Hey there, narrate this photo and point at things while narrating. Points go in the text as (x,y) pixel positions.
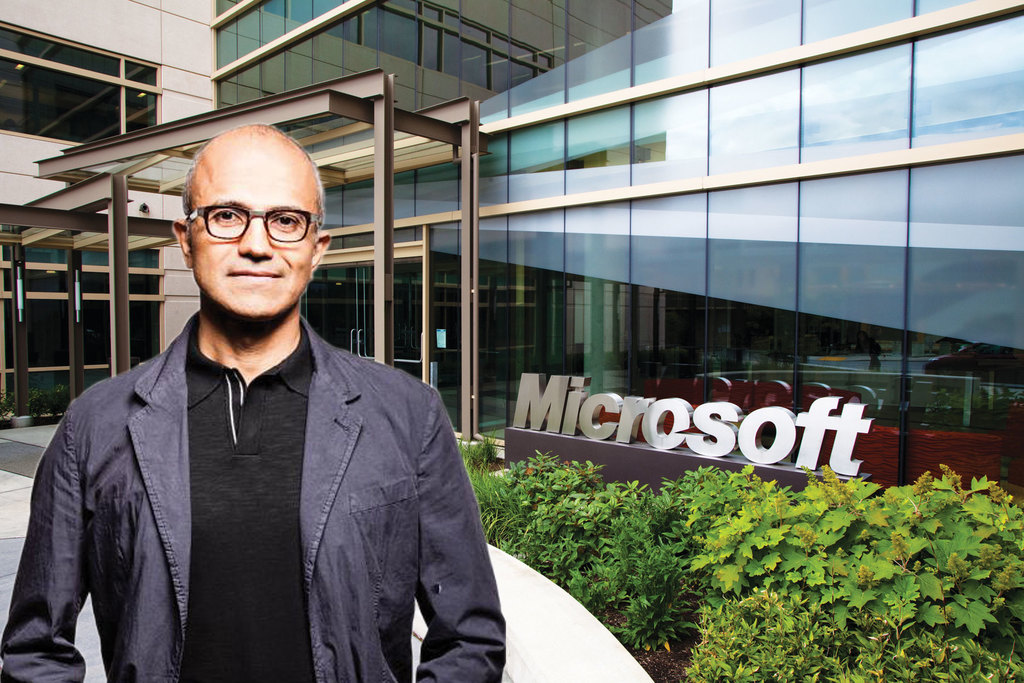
This image consists of a person (234,522) wearing a black T-shirt (230,557) and a jacket (365,591). On the right (805,554), we can see plants (940,584) and a building (598,331) along with the name (718,437). At the bottom (20,463), there is a path (7,468).
